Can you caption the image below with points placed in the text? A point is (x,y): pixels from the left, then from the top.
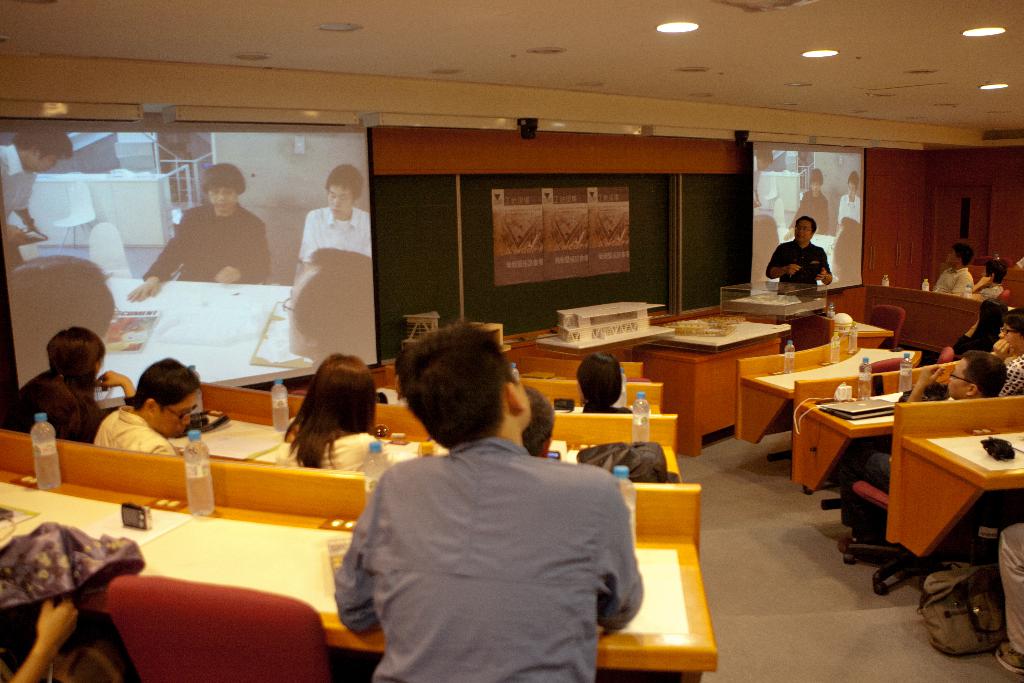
In this image, there are some persons (160,433) sitting on the chair (298,656) in front of the table (277,492). This table (214,503) contains some water bottles (200,445), mobile phone (138,518), laptop (845,411) and bag (628,452). These persons (479,426) are looking at this person (792,251). This person (803,256) standing in front of the screen (793,205) and holding something. At the top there are some lights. There is a bag (934,595) on the ground (918,623). This person (1013,594) wearing footwear (1006,651).
